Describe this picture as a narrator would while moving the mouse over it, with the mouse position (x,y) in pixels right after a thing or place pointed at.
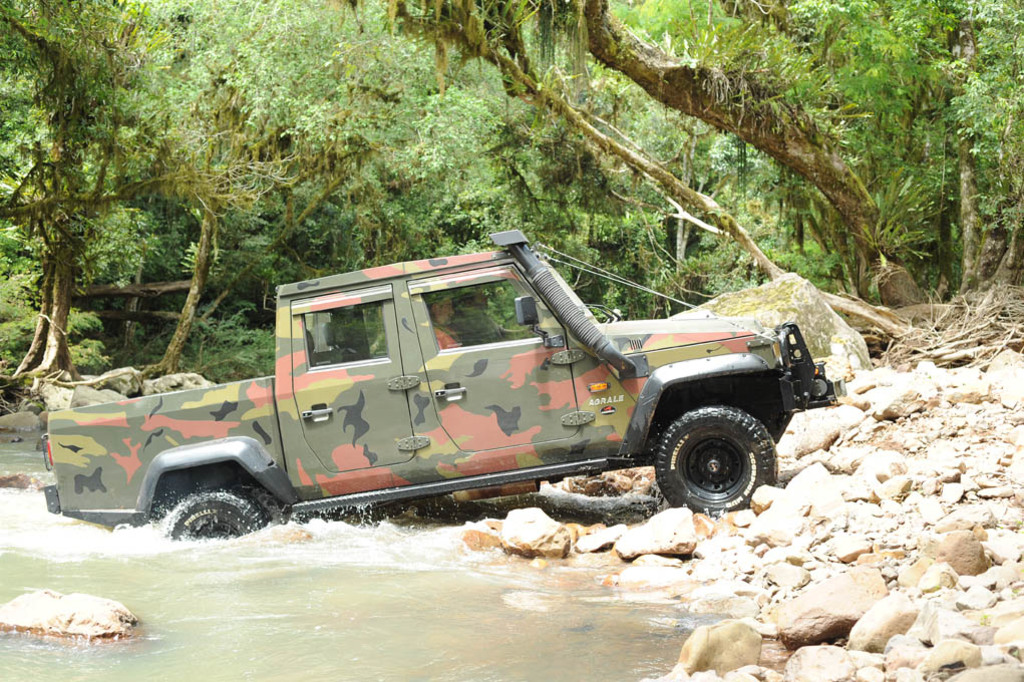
In this image in the center (499,278) there is one vehicle (605,437), and at the bottom (856,588) there is pond (56,580) and some rocks (890,426). In the background (695,179) there are trees (297,164) and some grass (881,242).
